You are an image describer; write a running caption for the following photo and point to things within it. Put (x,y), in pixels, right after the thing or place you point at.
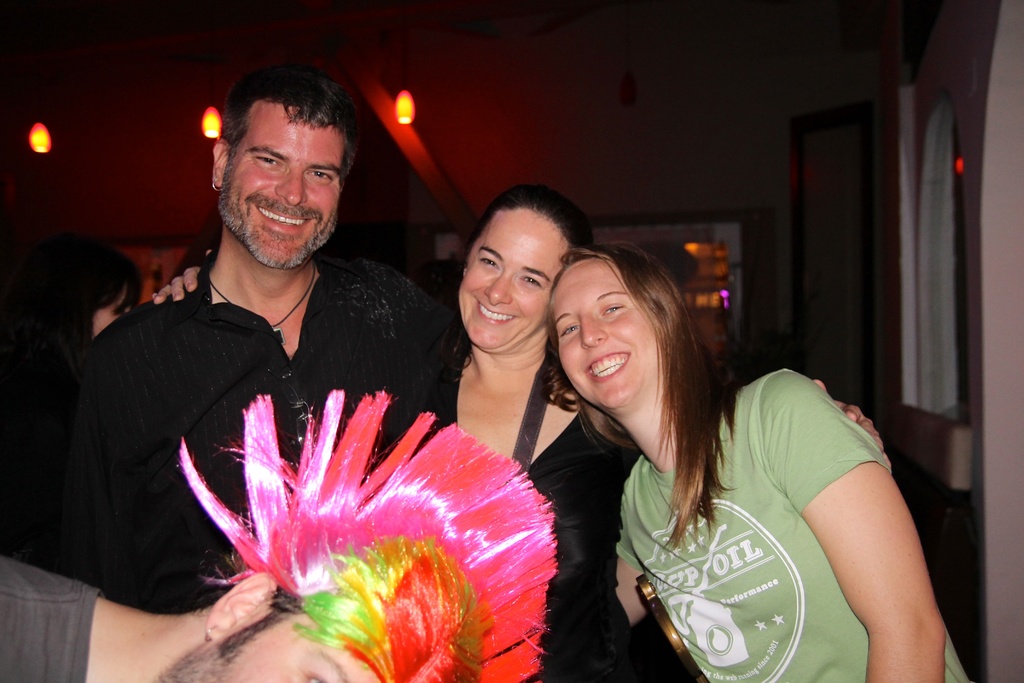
In this picture I can see few persons (830,672) in the middle (528,423), they are smiling, at the bottom (316,623) a man (316,623) is wearing the colorful hair (412,553). In the background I can see the lights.
